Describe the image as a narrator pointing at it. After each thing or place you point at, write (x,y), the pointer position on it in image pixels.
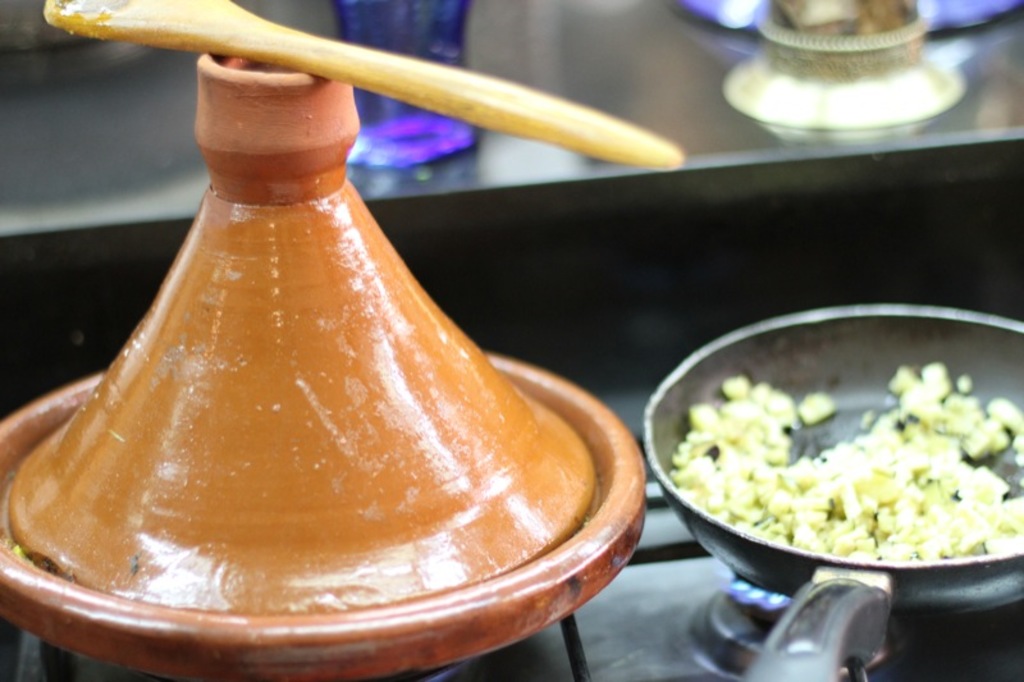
In this picture I can see a food item (887,418) in the skillet (1011,597), there is a plate (460,590) with a lid (424,393) and a spoon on the stove (505,351), and in the background (459,36) there are some objects (820,37).
